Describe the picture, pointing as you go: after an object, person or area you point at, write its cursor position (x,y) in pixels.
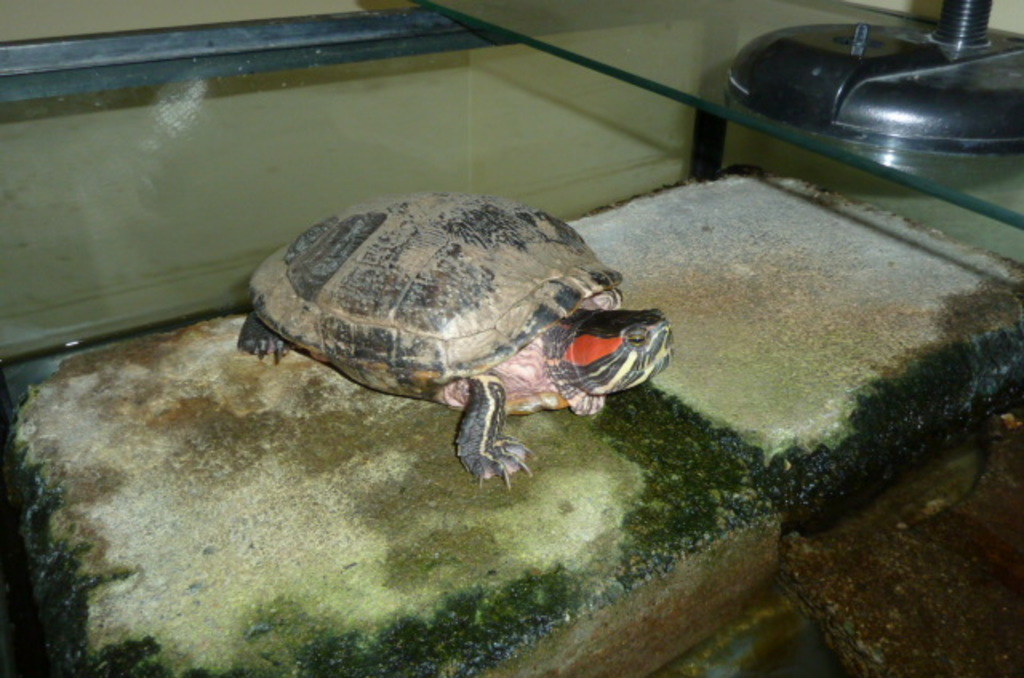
In this image there is a tortoise (474,300), in the background (340,110) there is a wall (192,8).
